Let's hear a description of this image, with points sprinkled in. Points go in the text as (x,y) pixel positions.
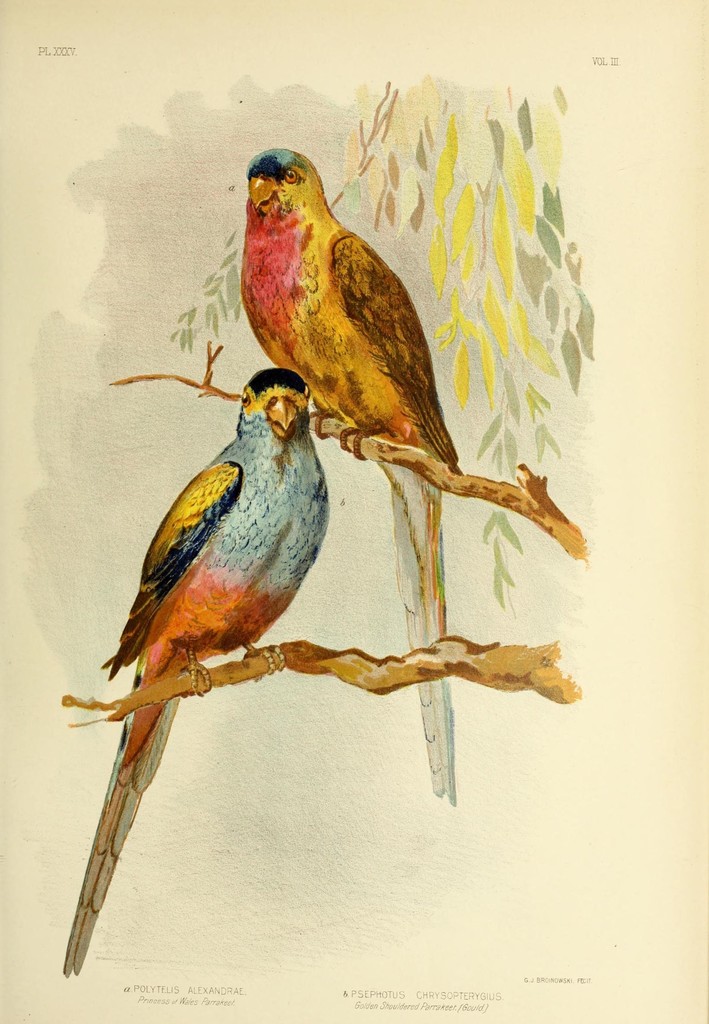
In the center of the image (300,594) we can see one poster (353,549). On the poster (385,536), we can see some painting (278,513), in which we can see two colorful birds (423,482) on the branches (379,668), leaves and a few other objects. And we can see some text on the poster (391,737).
